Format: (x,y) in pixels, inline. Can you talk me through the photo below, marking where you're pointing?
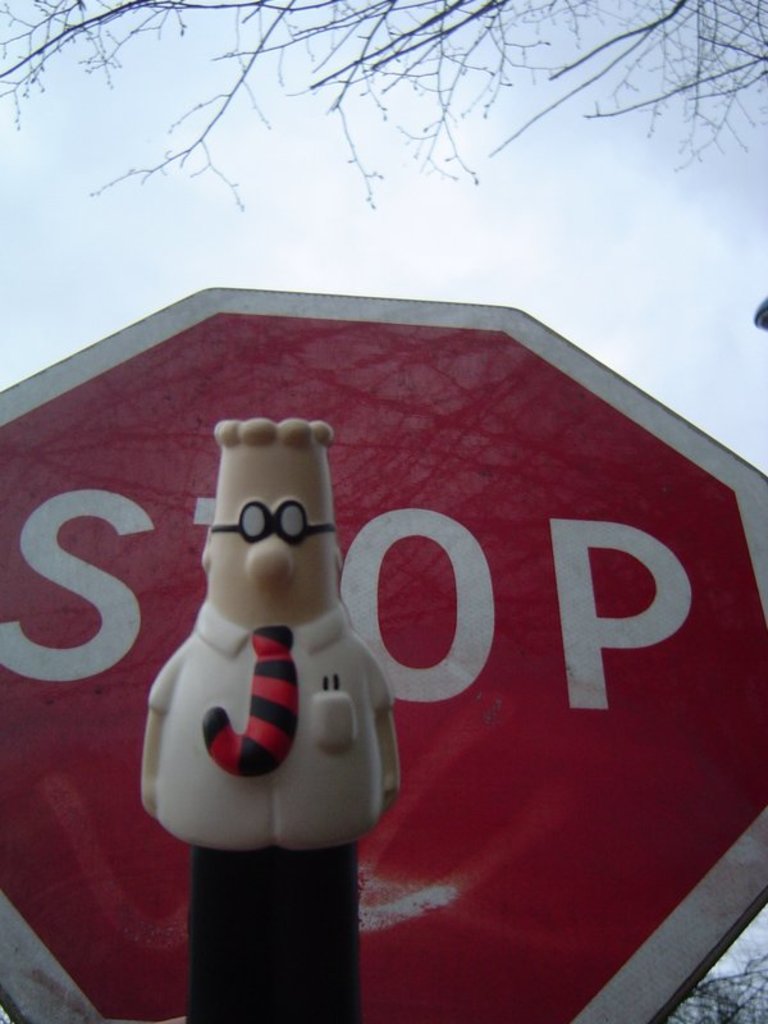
In this image we can see a toy (262,709) and a sign board (389,607). In the background (171,89) we can see branches (679,19) of the trees (678,43) and clouds (323,226) in the sky (323,226).
